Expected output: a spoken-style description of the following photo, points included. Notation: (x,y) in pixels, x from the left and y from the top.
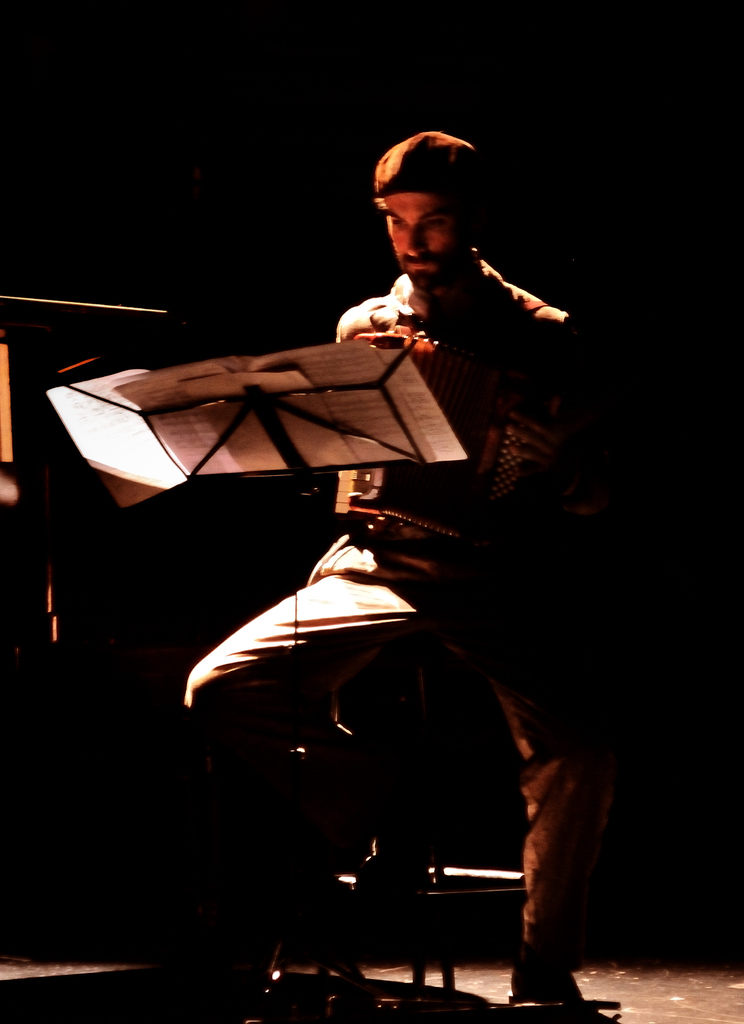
In this image a person (491,601) is sitting on the chair (454,688). Before him there are few papers (234,414) on the stand (269,430).
